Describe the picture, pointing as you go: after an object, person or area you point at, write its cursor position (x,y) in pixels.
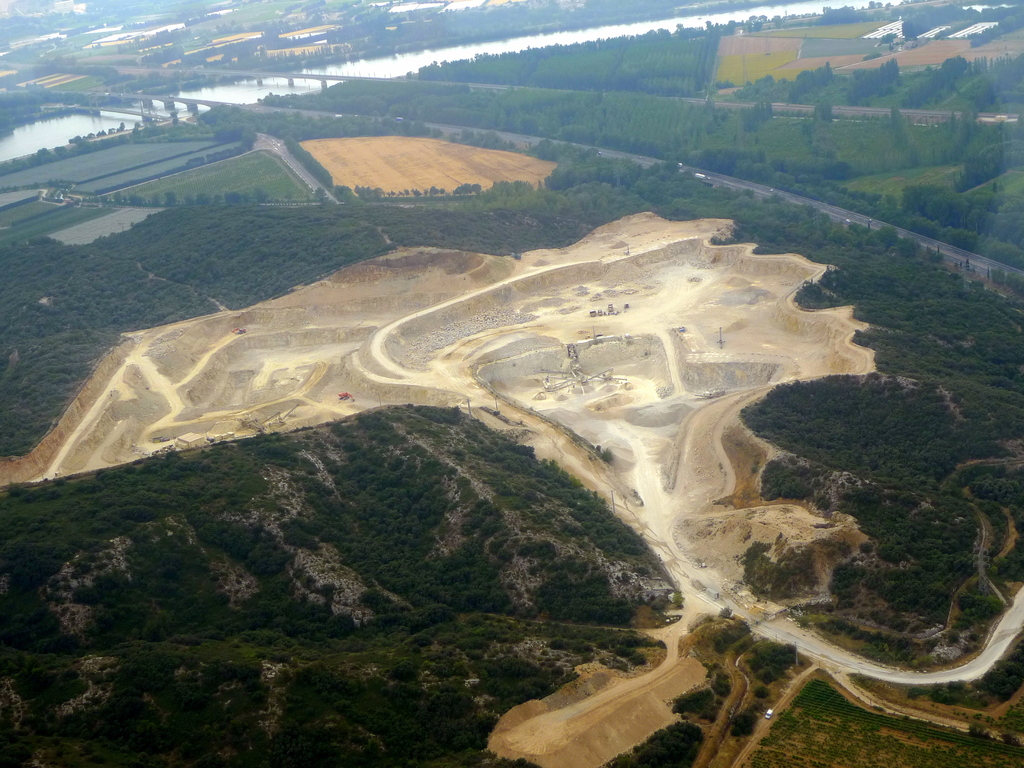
The picture is an aerial view of fields (748,61). In the foreground of the picture (410,532) there are trees (433,527) and industrial land (362,374). In the center of the picture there are trees (756,139), fields (321,154), bridges (145,95) and water body (209,98). At the top (311,17) there are fields (336,25).
